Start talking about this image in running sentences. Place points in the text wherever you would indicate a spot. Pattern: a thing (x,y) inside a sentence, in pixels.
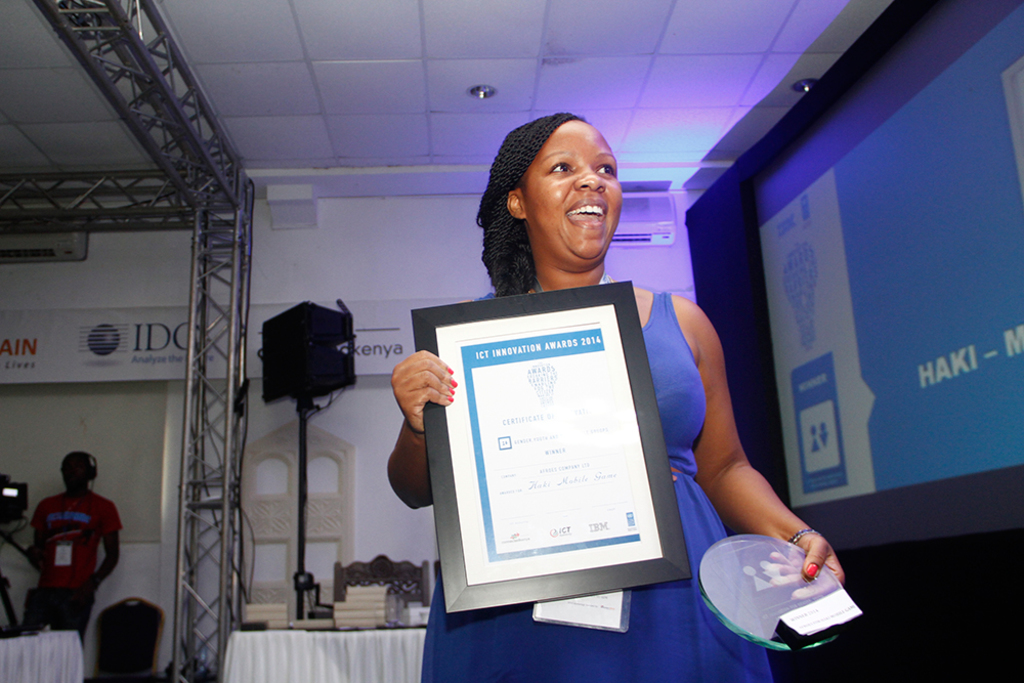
In this picture, I can see a women (491,212) standing on stage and holding a prize (708,595) and smiling and behind the women (490,178), I can see a speaker (337,367) and a person (94,476), Who is listening to music, a chair (124,623) after that i can see a screen (826,175) and few object (376,597) kept on table (279,640).
